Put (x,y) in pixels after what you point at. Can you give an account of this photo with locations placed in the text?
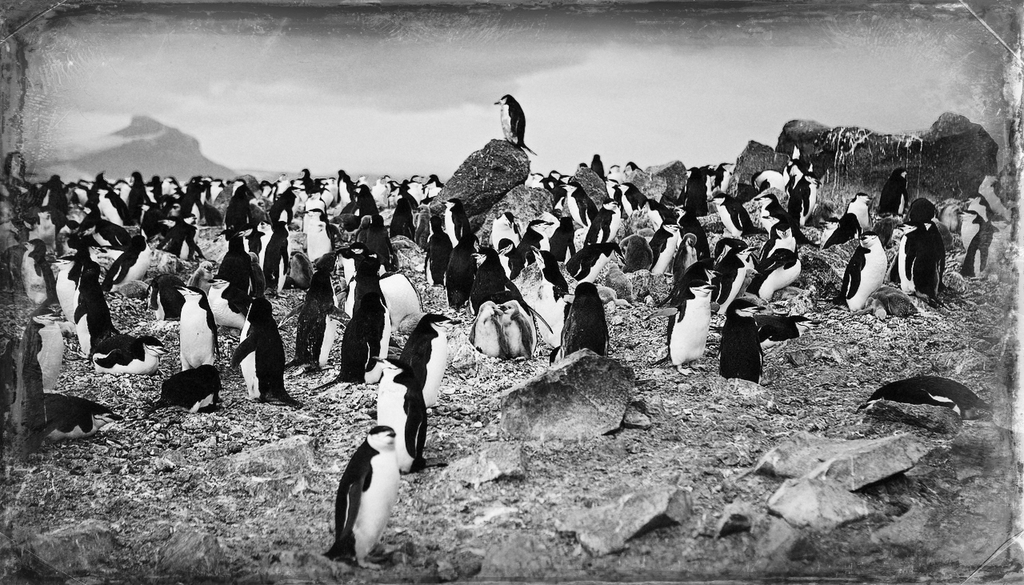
This picture is an edited picture. In this image there are penguins (414,415). In the middle of the image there is a penguin (524,121) standing on the rock (447,208). At the back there is a hill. At the top (556,56) there is sky (395,159). At the bottom (520,563) there are stones (825,486).
